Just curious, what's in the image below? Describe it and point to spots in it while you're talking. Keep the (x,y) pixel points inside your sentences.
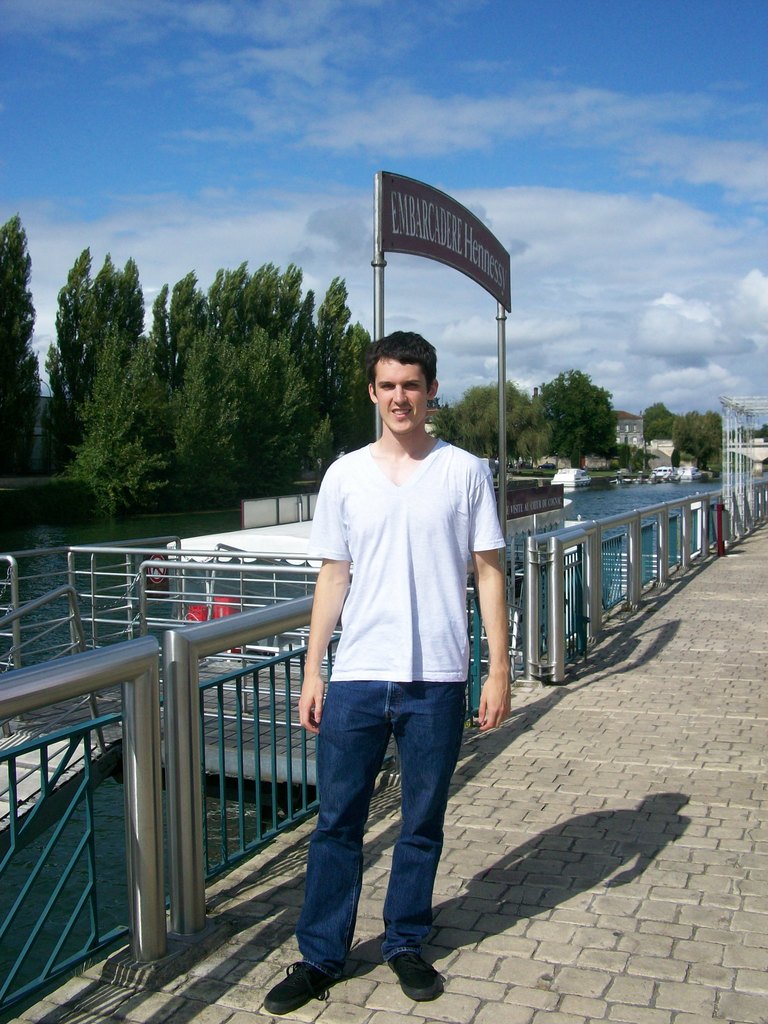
In the picture there is a water surface (50,611) and beside that there is a bridge (385,872), a person (447,697) is standing on the bridge (656,625) and on the left side (140,368) there are many trees (177,426).
